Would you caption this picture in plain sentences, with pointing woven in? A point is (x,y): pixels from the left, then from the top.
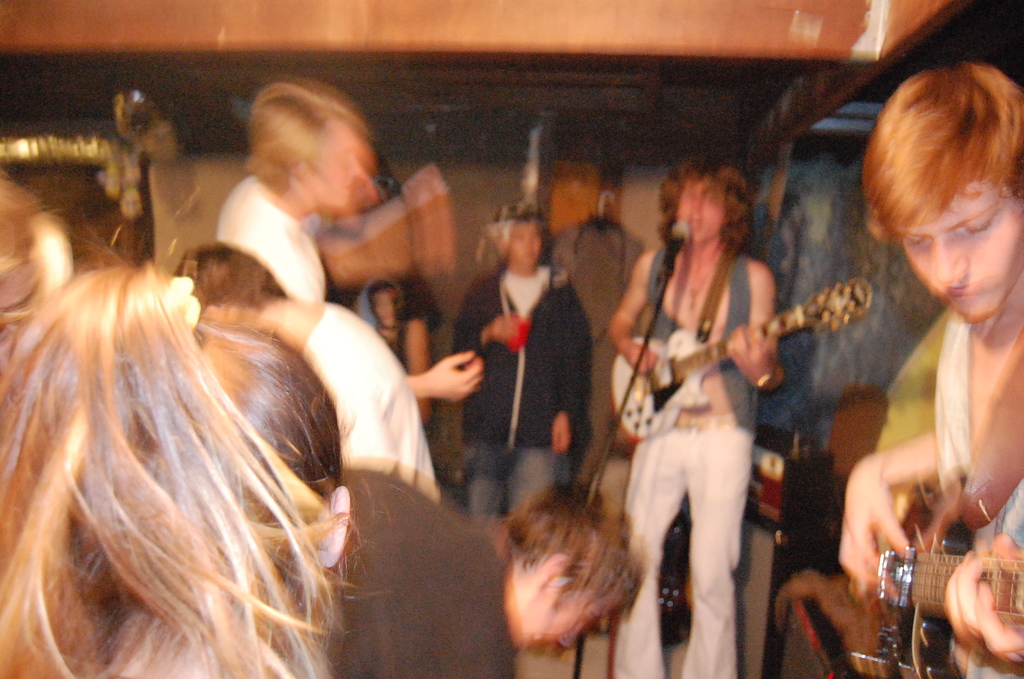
In the image we can see there are lot of people (50,413) who are standing and men (728,397) are holding guitar (929,643) in their hand (977,621) and people (322,379) are looking at them.
